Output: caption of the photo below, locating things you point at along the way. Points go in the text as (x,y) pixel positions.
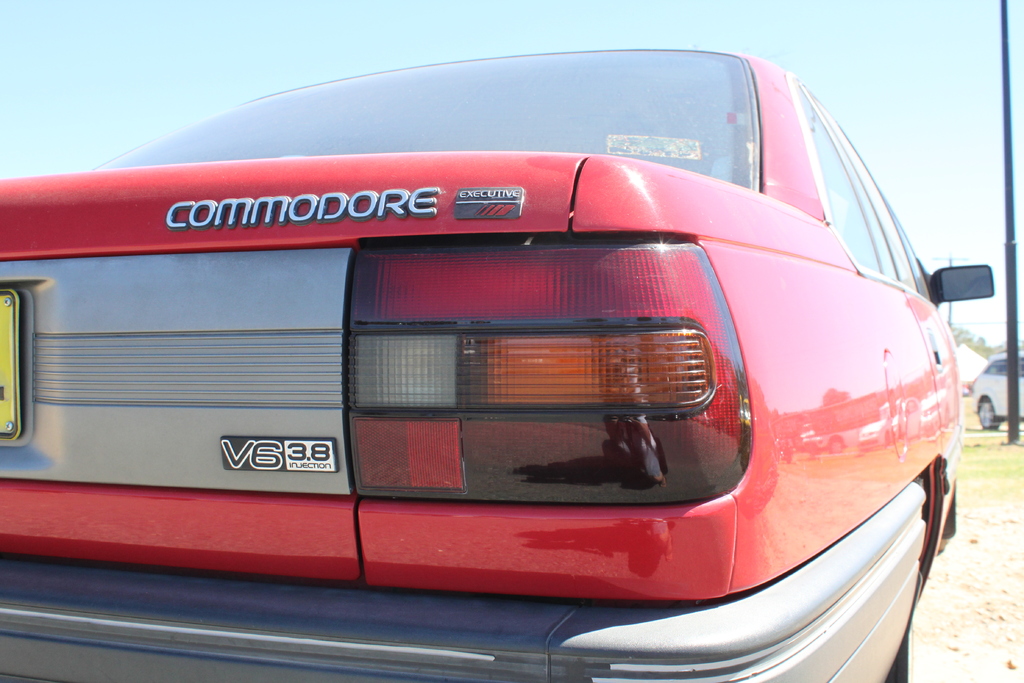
In this picture, we can see a few vehicles (486,340), and red color car (662,491) is highlighted and we can see the ground (1012,601), pole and the sky (558,24).
